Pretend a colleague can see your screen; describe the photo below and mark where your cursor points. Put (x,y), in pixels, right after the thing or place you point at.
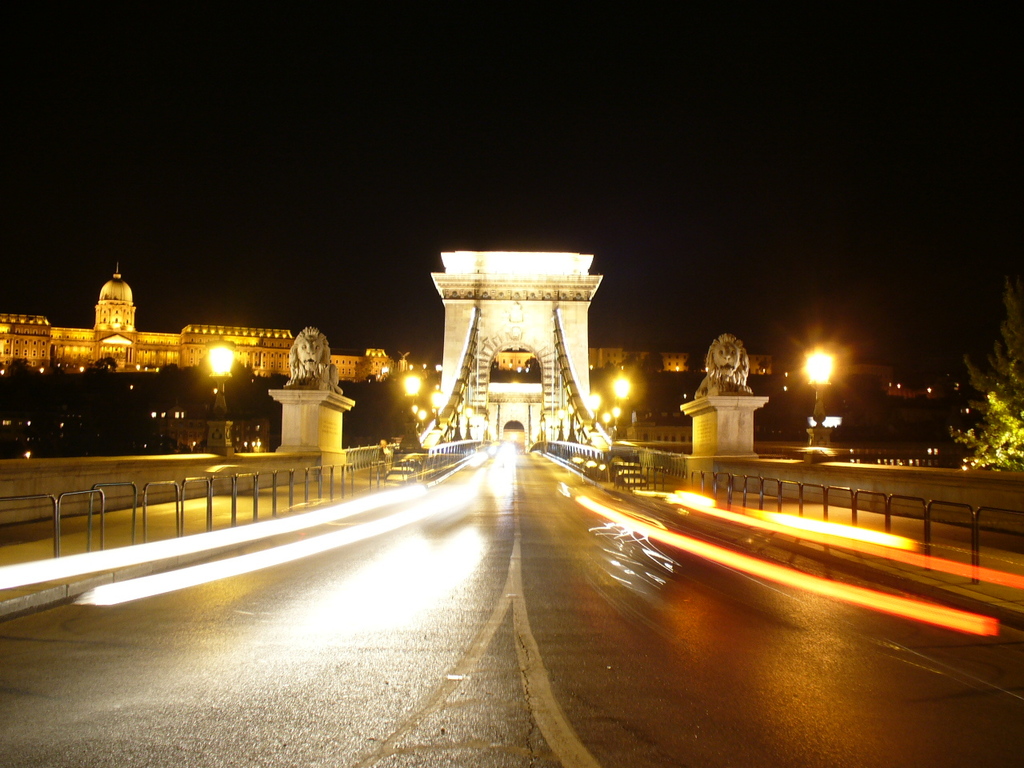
This picture is taken in the nighttime. In the middle (515,496) there is a road (484,493). In the background (490,301) it looks like an arch (494,314). There are two statues (310,380) on either side of the road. In the background (45,347) there is a palace (120,338) with the lights (237,331).
